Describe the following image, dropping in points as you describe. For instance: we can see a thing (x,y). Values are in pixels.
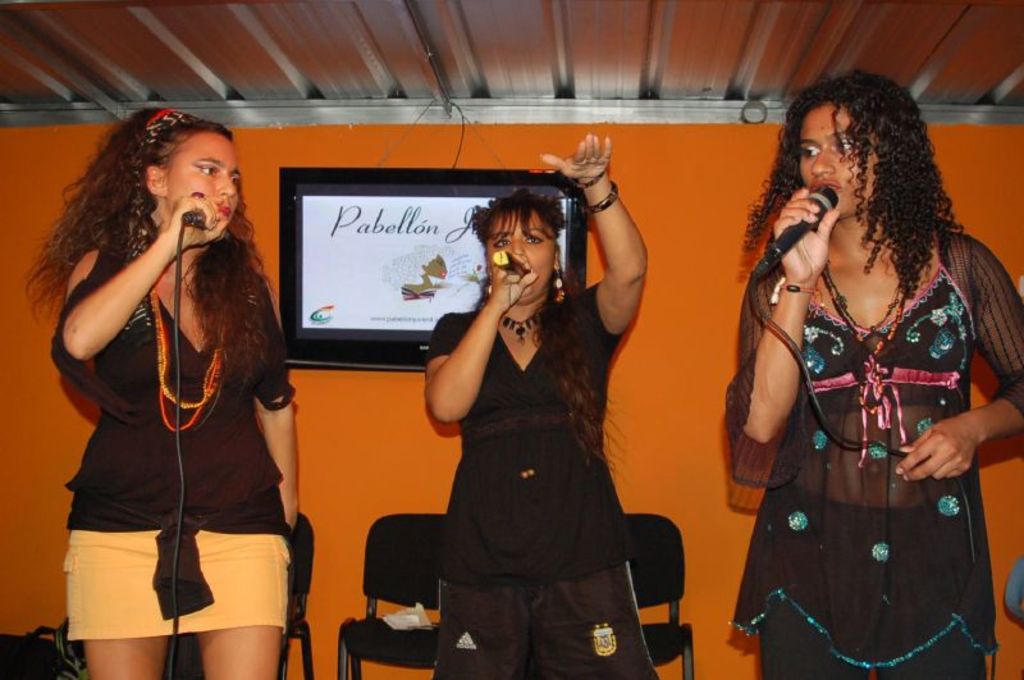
This image consists of 3 persons (516,481). They are women (890,418). Three are wearing black tops (963,530) and holding mikes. There is a frame (369,262) behind them. There are chairs (400,556) at the bottom (368,642).
